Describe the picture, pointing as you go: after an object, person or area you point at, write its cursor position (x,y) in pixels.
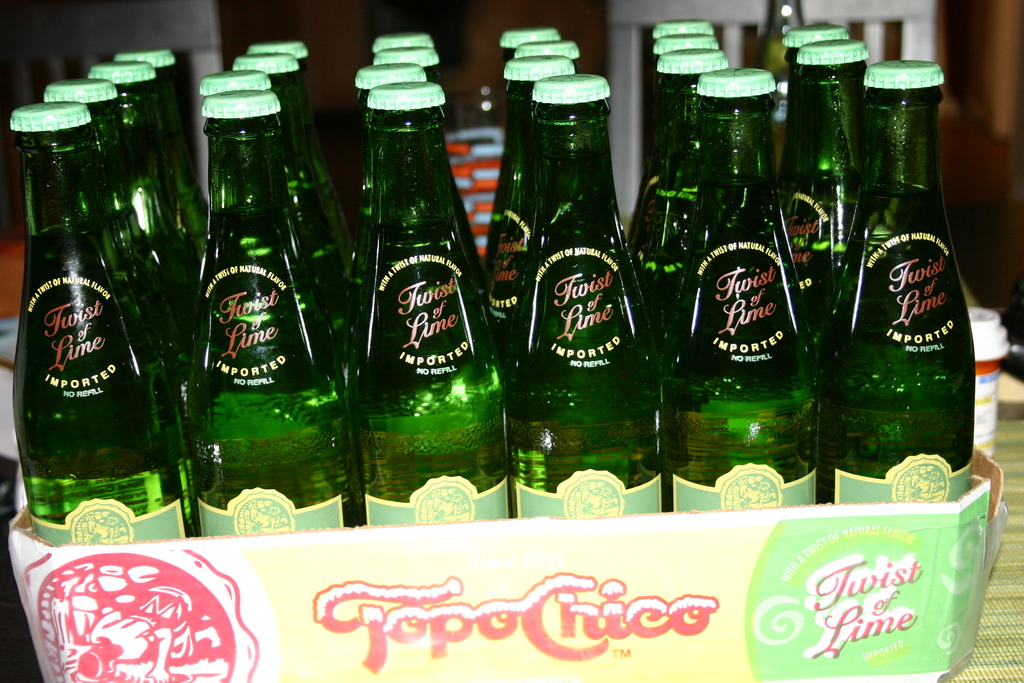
In this image i can see few bottle (832,432) on a table (987,614).
